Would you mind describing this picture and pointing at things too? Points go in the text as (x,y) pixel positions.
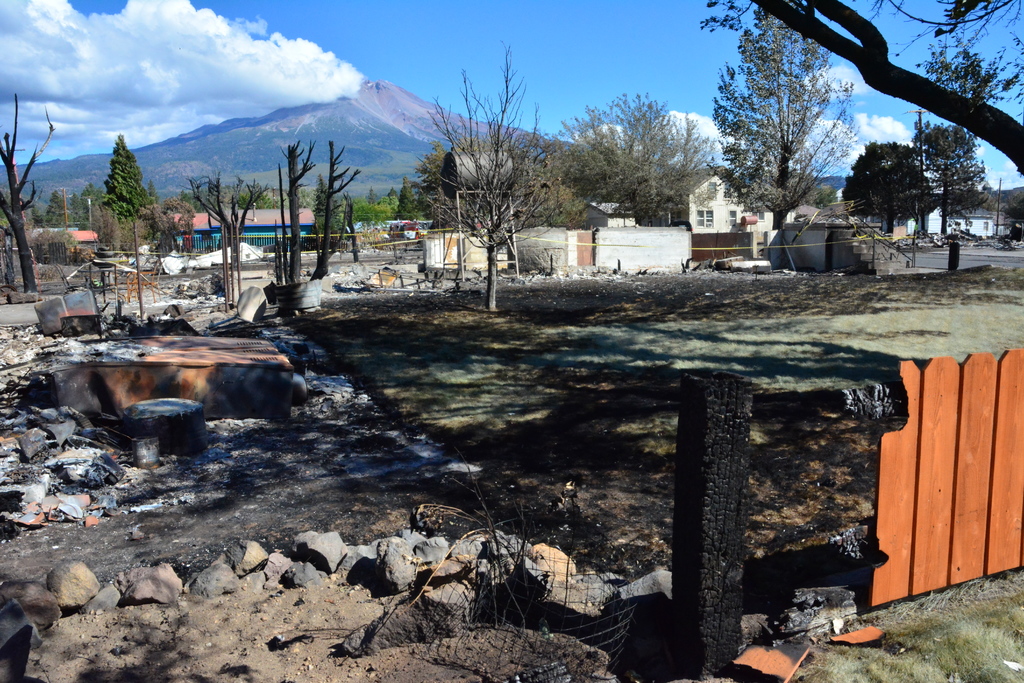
In this image, we can see buildings (646,257), trees (666,176), poles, stones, rocks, fence (909,520). In the background (152,144), there are hills (327,164) and at the top (258,62), there are clouds (197,60) in the sky (529,71). At the bottom (531,459), there is ground (505,458).
